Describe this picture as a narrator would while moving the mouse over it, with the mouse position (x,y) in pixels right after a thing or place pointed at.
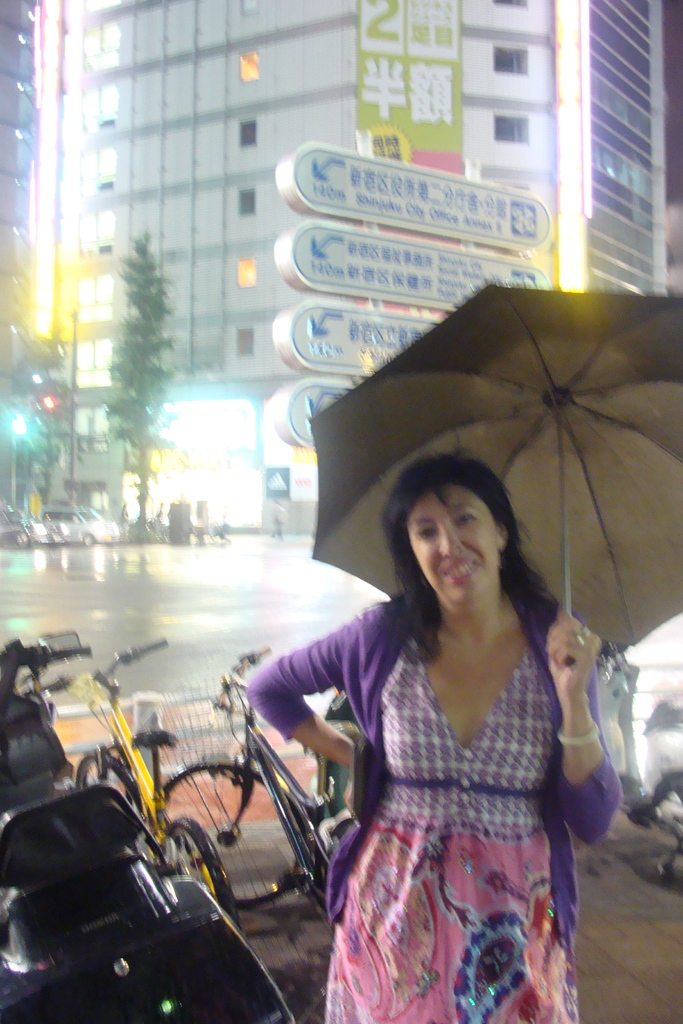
At the top of the image (382,46) we can see buildings (302,70), advertisements (372,36), sign boards (308,337), tree (146,389), road (65,553) and motor vehicles (72,517). At the bottom of the image (457,778) we can see a woman (457,778) standing on the floor (599,895) and holding a umbrella (551,503) in her hand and motor vehicles (103,827) on the floor (249,834).
